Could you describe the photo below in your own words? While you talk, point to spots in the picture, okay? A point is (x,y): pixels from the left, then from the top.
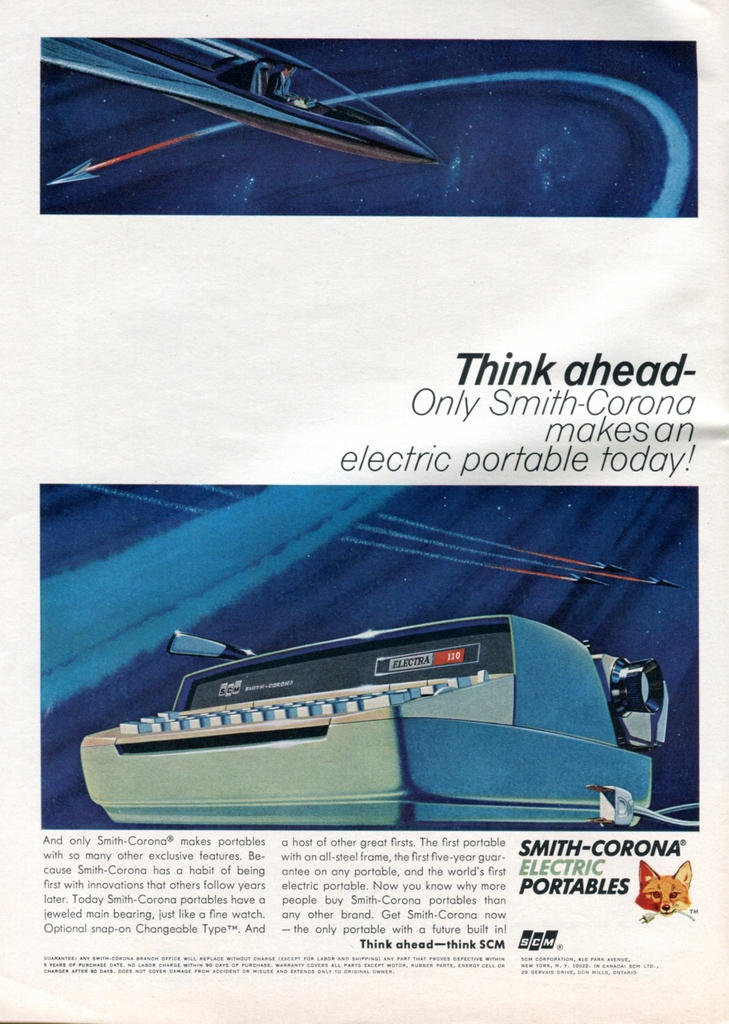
In this image I can see an article (311,514) on a paper (363,670) in which I can see 2 images (366,638) in which I can see an object (453,737) which is white and black in color and another metal object (306,77). I can see a fox head (641,879) and few words (487,879) written in the article (511,840).
